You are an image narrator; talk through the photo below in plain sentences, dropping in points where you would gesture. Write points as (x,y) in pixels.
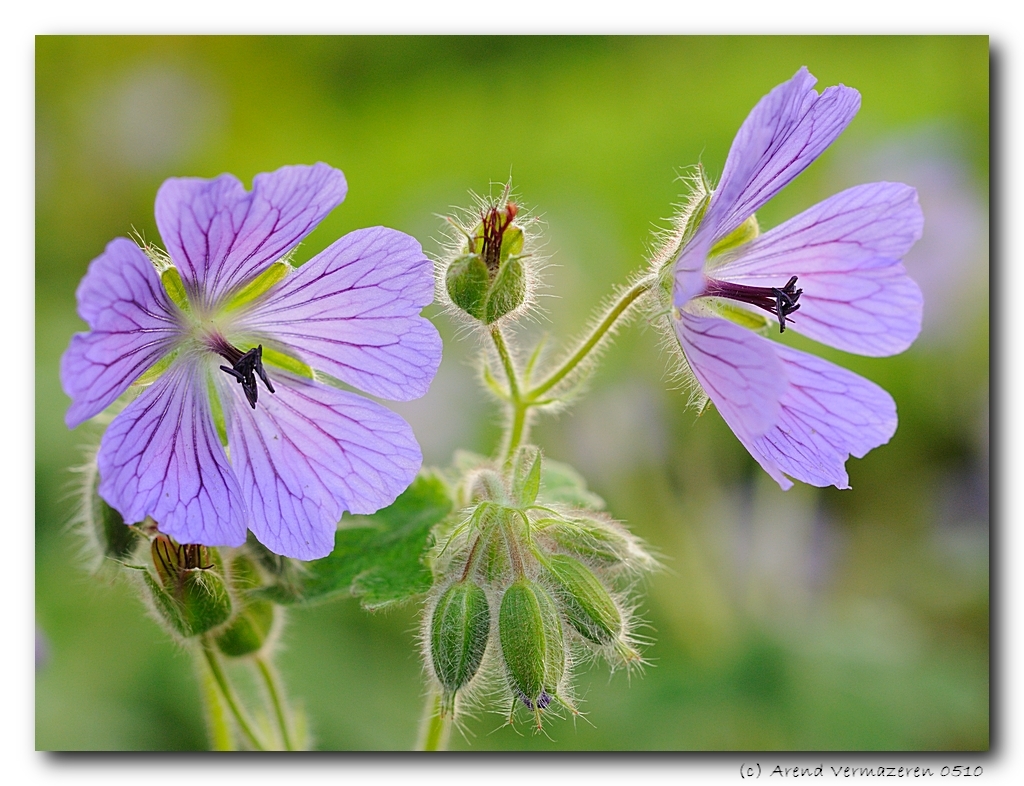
This is an edited image. I can see a plant (280,515) with flowers (302,347) and buds (551,637). There is a blurred background (949,524). At the bottom right corner of the image (894,766), I can see a watermark (880,775).
